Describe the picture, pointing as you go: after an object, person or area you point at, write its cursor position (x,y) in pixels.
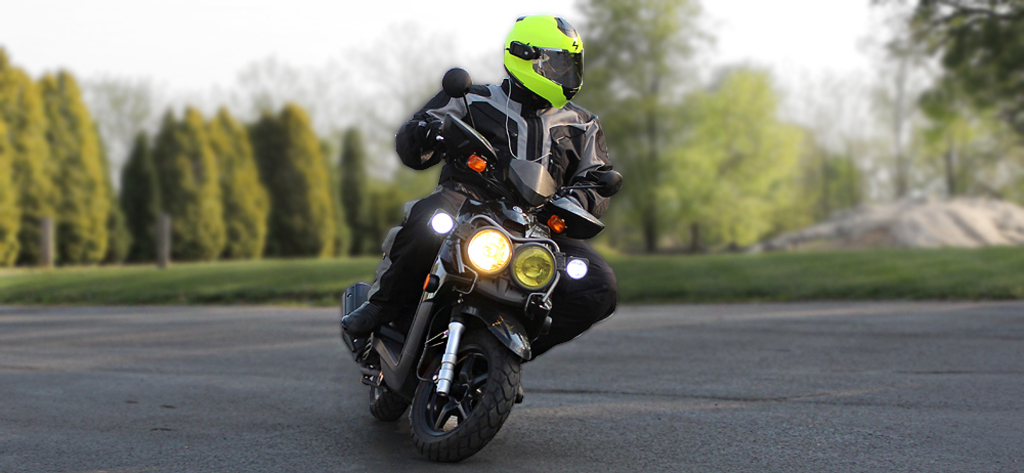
In the image there is a person (469,120) in jacket (469,120) and helmet (548,80) riding a bike (385,355) on the road (239,374) and behind there are trees (1004,32) on the grassland (289,264) and above its sky (334,18).
